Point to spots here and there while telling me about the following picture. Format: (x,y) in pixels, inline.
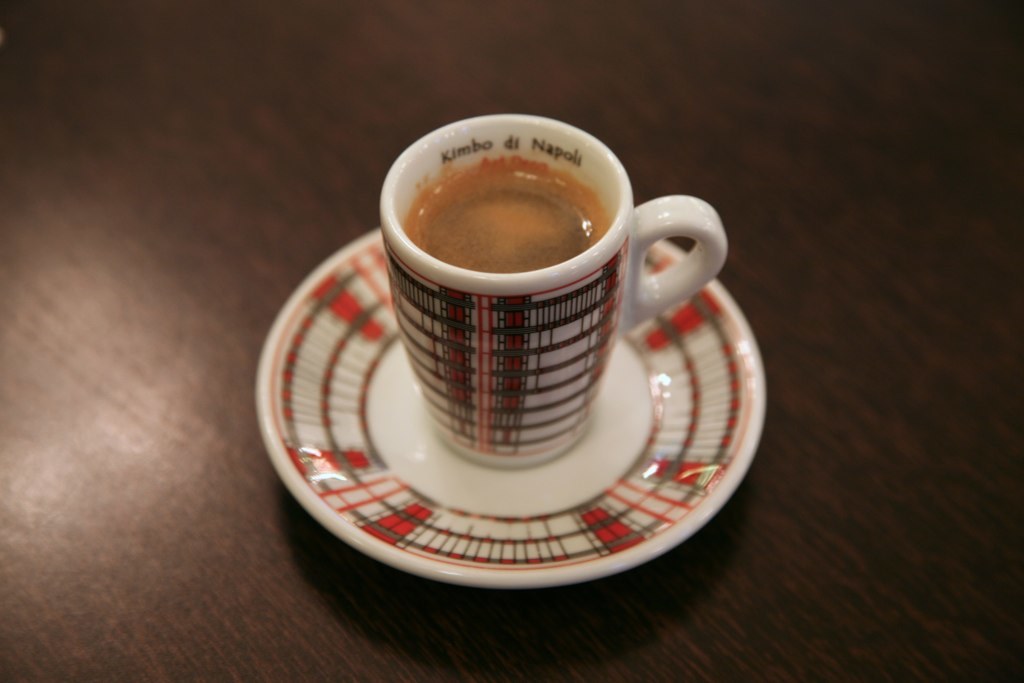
As we can see in the image there is a table (149,428). On table (197,533) there is cup (531,276).
